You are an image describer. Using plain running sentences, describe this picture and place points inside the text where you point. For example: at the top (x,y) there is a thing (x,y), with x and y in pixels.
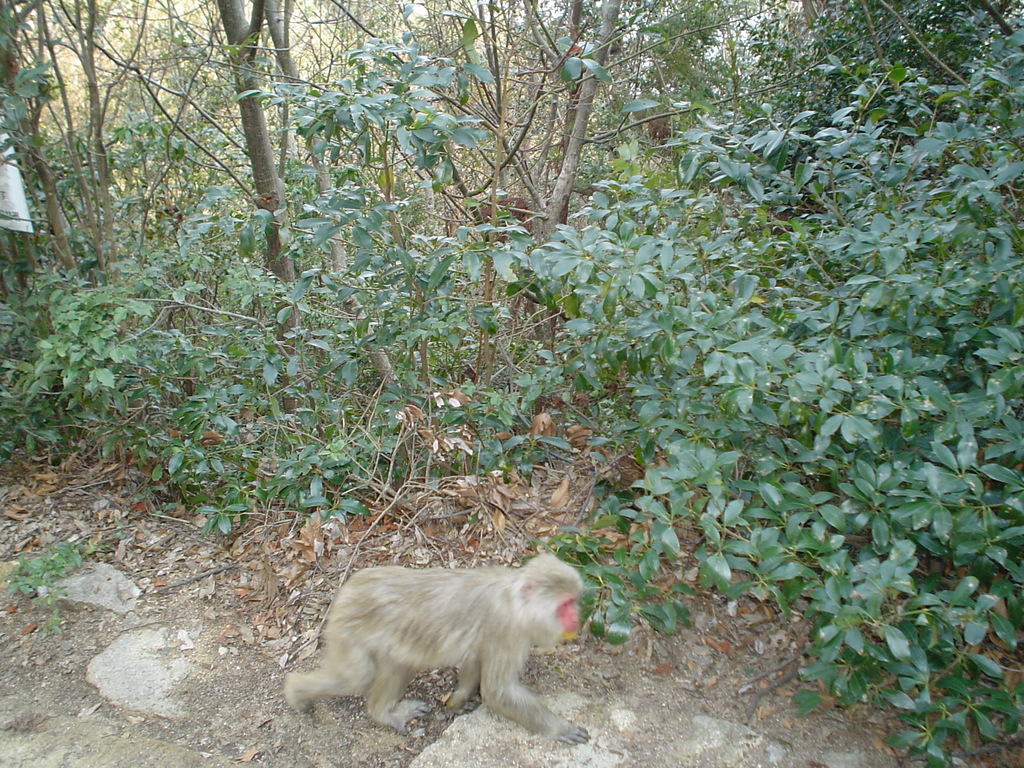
Here we can see monkey (559,591), plants (535,392) and trees (579,51).
